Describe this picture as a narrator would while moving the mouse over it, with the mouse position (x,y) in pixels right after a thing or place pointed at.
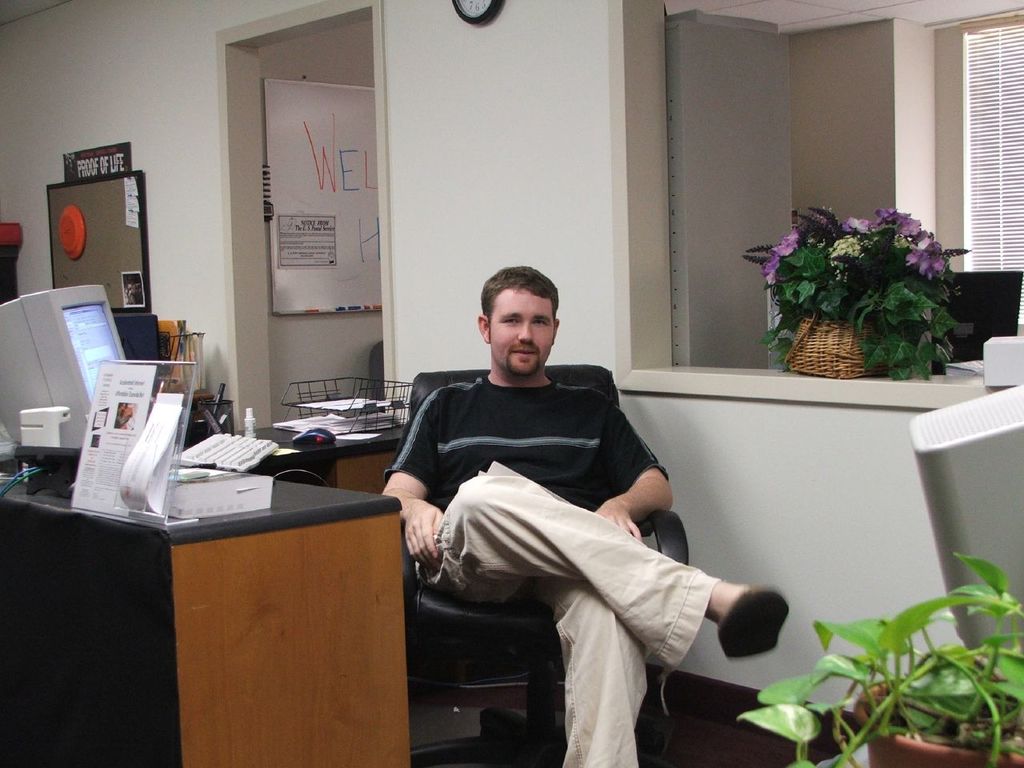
This image is taken in indoors. In this image there is a man (589,675). In the right side of the image (972,105) there is a window blind (990,102), a basket (807,346) with flowers (858,244) and a pot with plant (891,690). In the left side of the image (279,656) there is a desk (238,634) on which there are a monitor (91,380), a board (110,440) with text (102,462), keyboard (216,454) and mouse (305,442). In the middle of the image (502,506) a man (590,482) is sitting on a chair (518,638). At the background (7,197) there is wall (96,61) and a board (279,191) with text (310,229) and a clock (466,9).
